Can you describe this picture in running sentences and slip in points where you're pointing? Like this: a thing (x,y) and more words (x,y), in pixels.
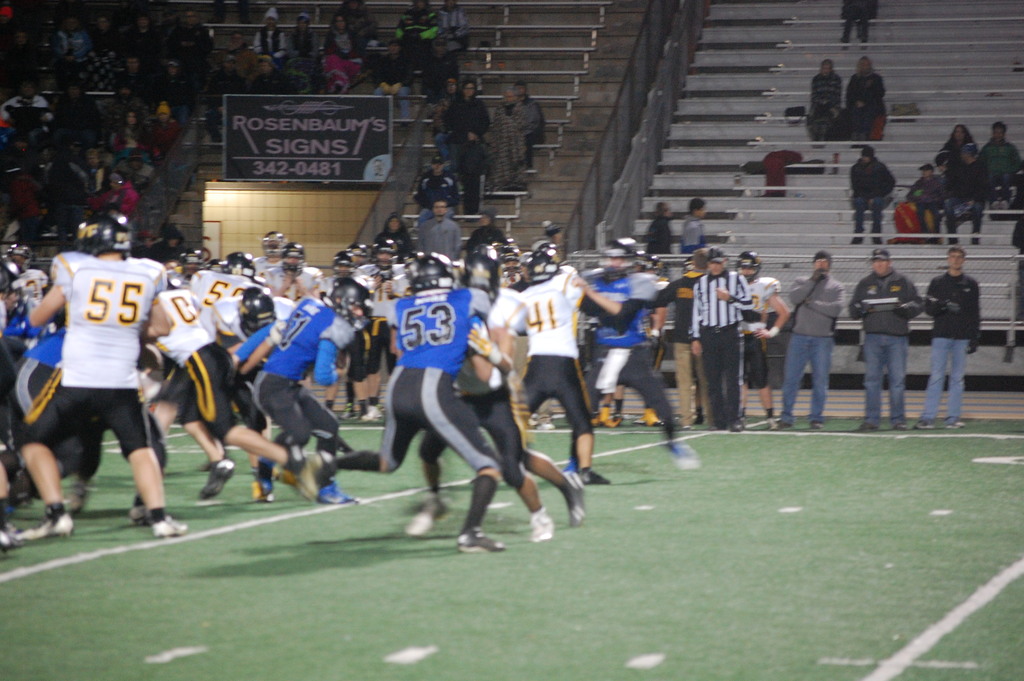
In this image we can see some group of persons (209,433) who are playing a game wearing white and blue color dresses (191,344) respectively and in the background of the image (821,316) there are some persons (681,345) standing there is referee (748,304) who is wearing white and black color dress (711,309), there are some spectators (57,179) sitting on the benches (731,160).
